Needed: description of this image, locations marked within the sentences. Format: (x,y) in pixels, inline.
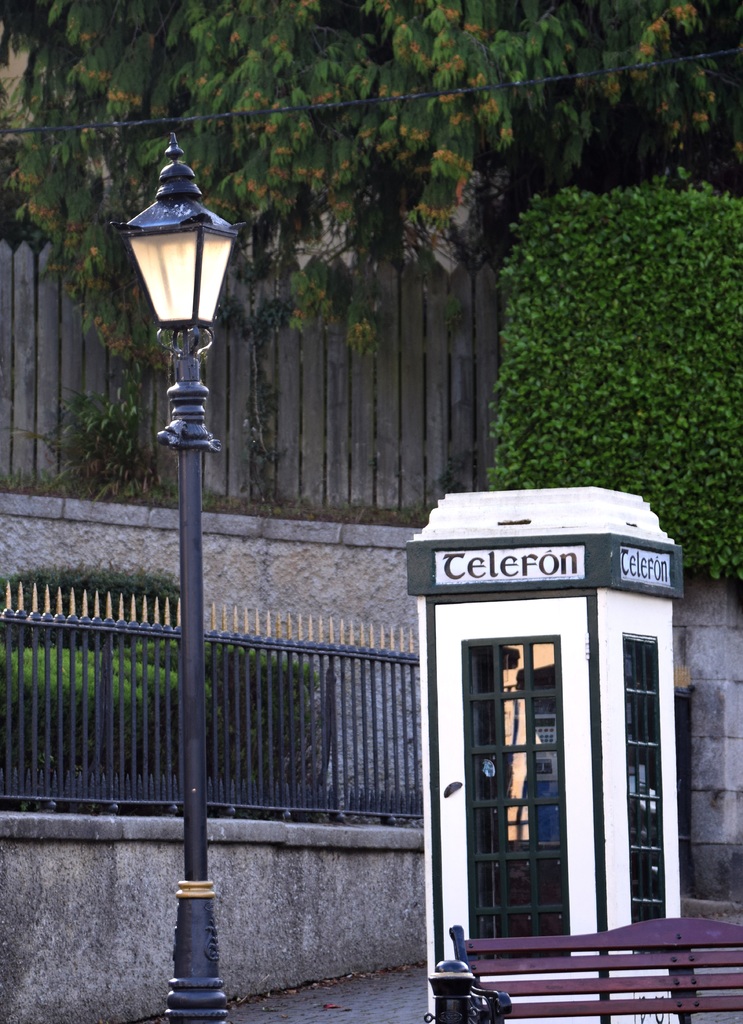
In this image on the left side (188,994) there is one pole (184,921) and light (223,268), and on the right side (616,805) there is one booth (654,783), bench (567,969). And in the background (379,687) there is a railing (59,694), wall (158,977) and some trees (225,181). At the bottom (324,990) there is a walkway (348,979).
